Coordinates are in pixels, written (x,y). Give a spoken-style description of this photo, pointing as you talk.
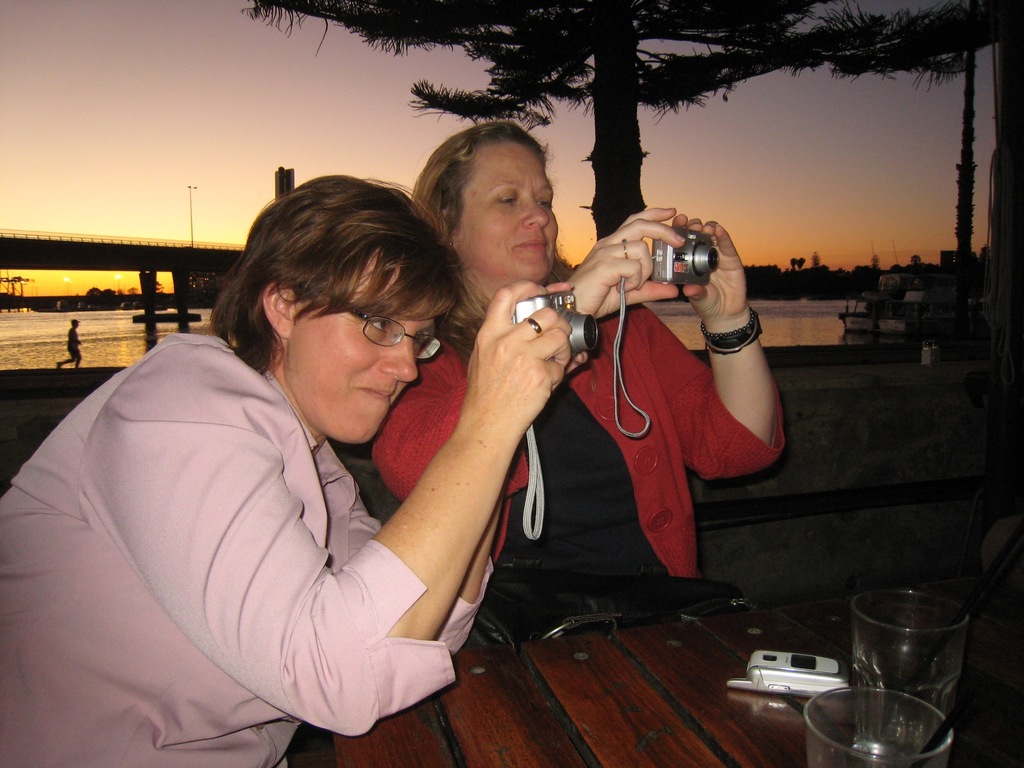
This 2 women (329,333) are sitting on a chair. This 2 women (479,423) are holding a camera (671,279). Far there are trees (568,28), bridge (173,247) and a person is walking, as there is a leg (74,367) movement. This is a river (821,334). On this table (650,651) there is a mobile (815,663) and glasses (891,648). These are boats (899,298).
